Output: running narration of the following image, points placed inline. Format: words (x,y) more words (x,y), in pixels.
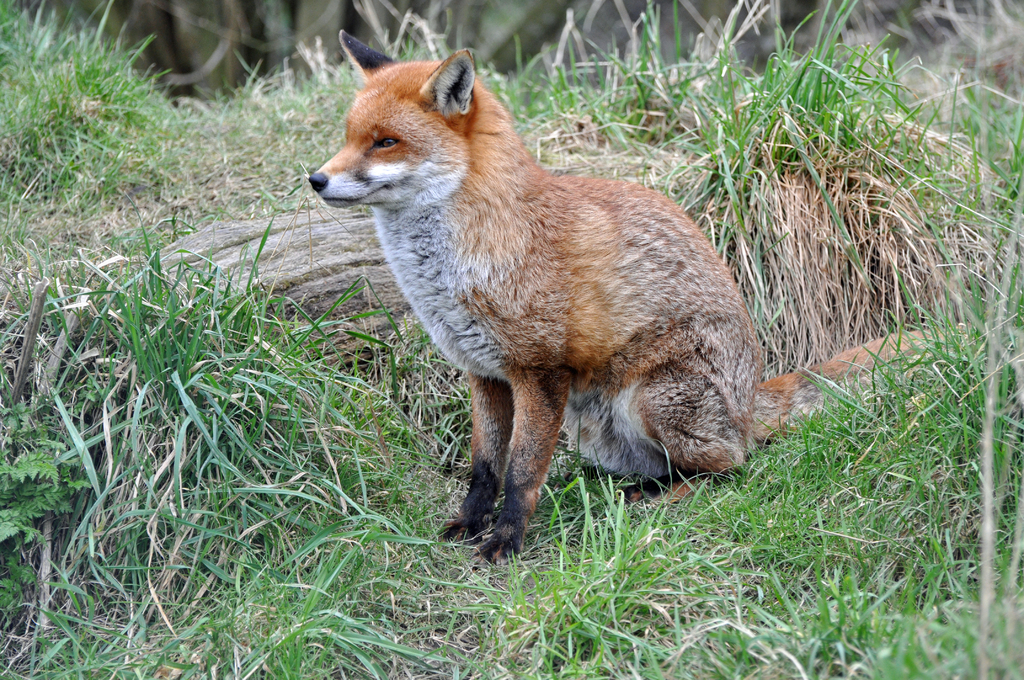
In this image I can see an animal (551,389) which is in brown color sitting on the ground (139,311) and I can see grass (233,363) in green color.
